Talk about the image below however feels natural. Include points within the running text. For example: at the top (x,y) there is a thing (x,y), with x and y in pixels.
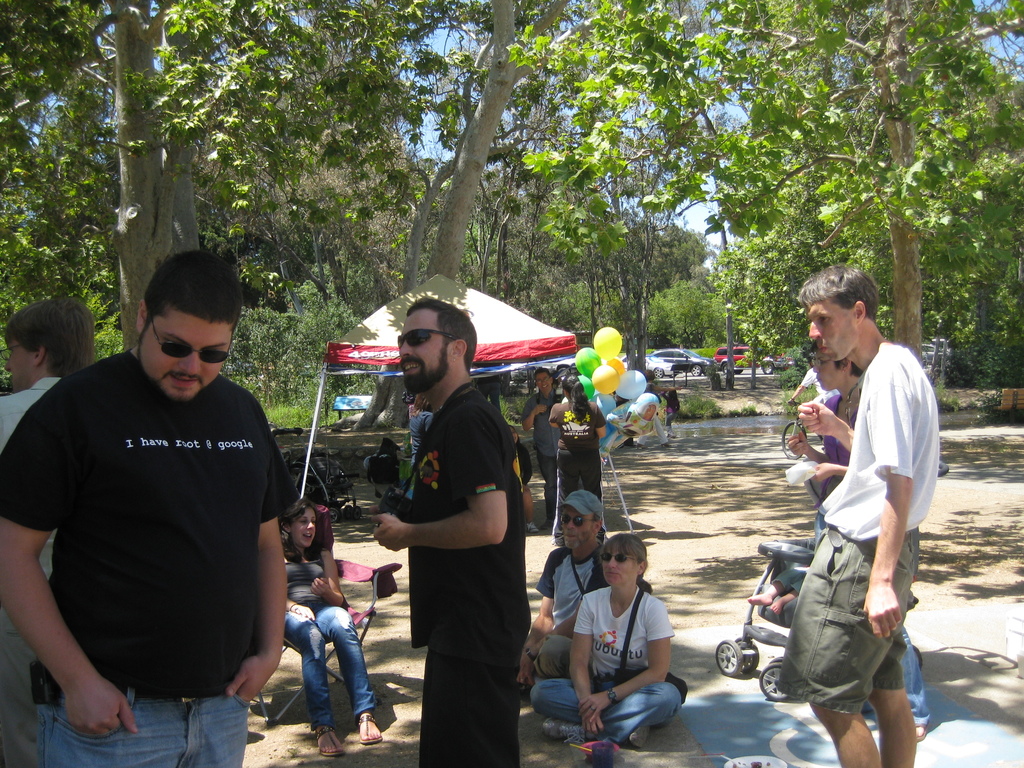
In this image we can see few people (817,583) standing and few people (588,612) sitting on the ground (696,643) and a person (304,536) is sitting on the chair (373,583) and in the background (728,225) there is a tent (499,360) and few balloons (620,408), a person (816,383) is riding a bicycle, there are cars (690,354) on the road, few trees (748,203) and the sky (699,223).
